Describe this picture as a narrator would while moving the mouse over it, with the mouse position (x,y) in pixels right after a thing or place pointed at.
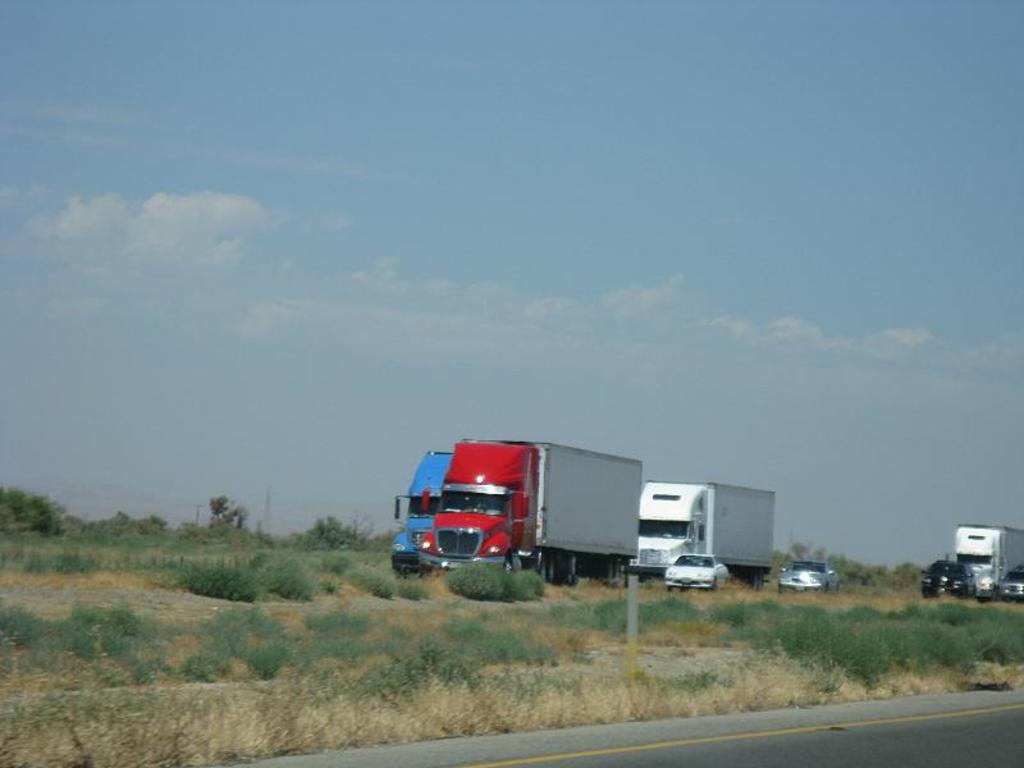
In this image, we can see few vehicles (550,521), plants (62,714), pole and trees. At the bottom (866,766), there is a road (907,755) with yellow line (716,736). Background (999,481) there is a sky (469,306).
